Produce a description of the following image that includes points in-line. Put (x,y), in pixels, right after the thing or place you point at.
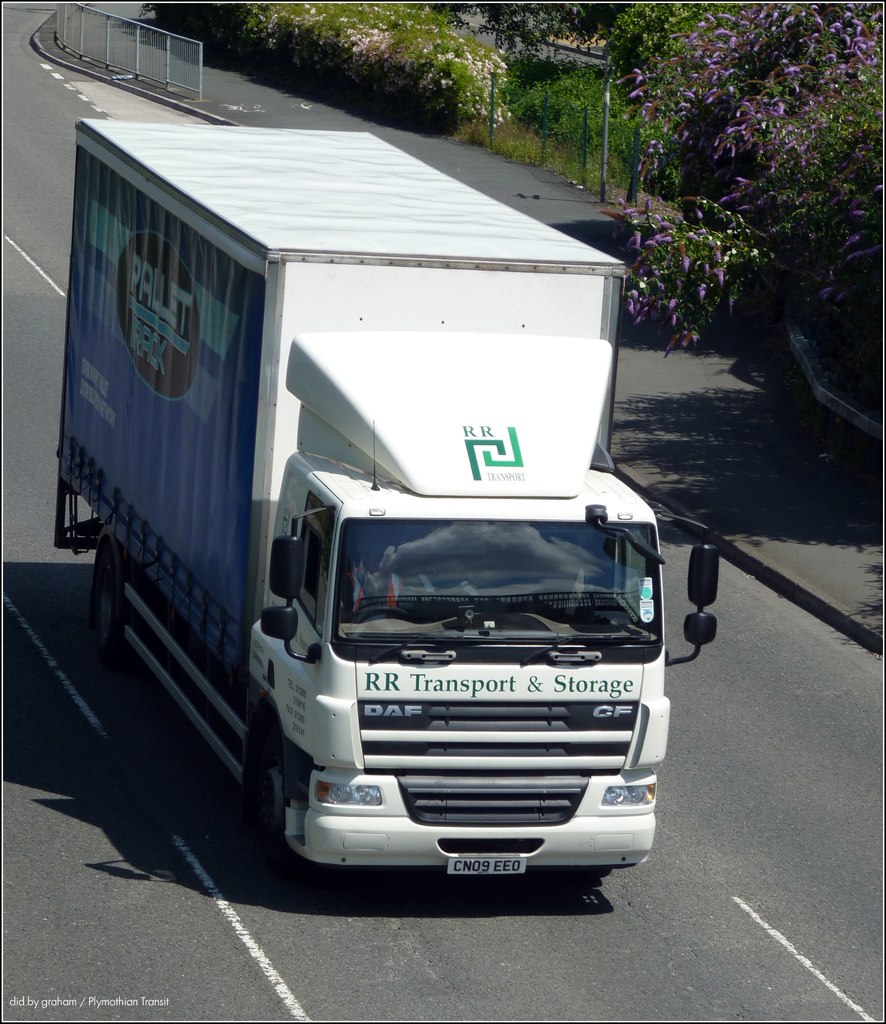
In this picture there is a truck (624,604) in the center of the image (522,405) and there are flower trees (673,233) and a boundary (127,63) at the top side of the image (853,112).
